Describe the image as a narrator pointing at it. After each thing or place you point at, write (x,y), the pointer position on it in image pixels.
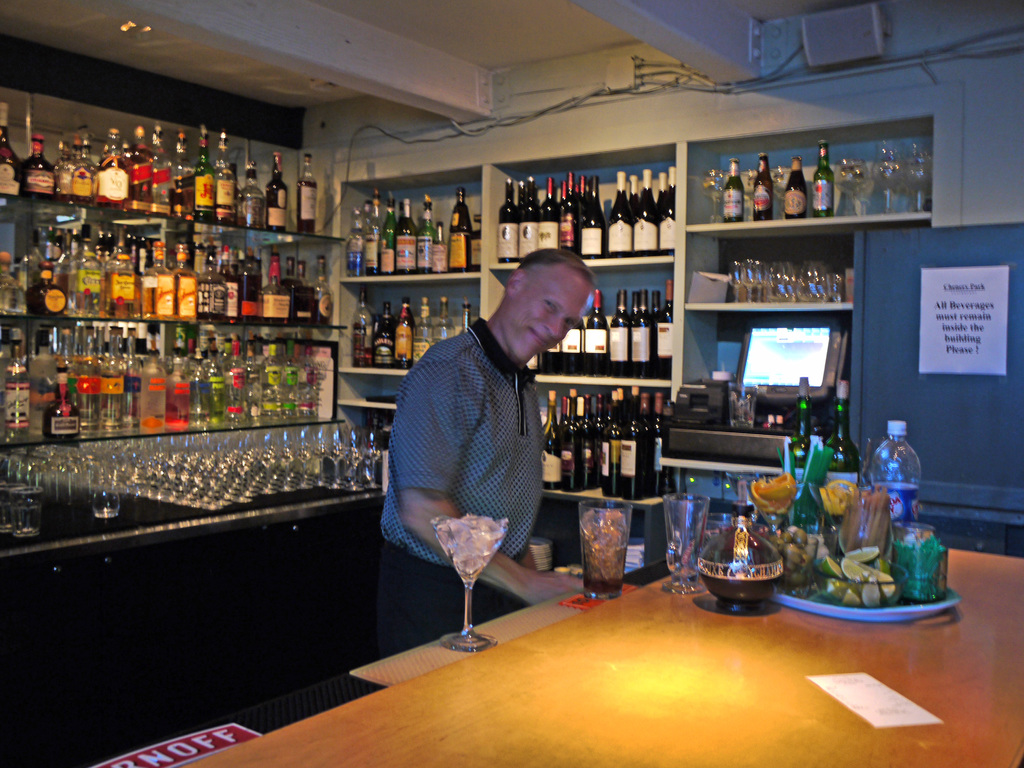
This picture is of inside. On the right (865,629) we can see the table (725,685), on the top of which glasses (769,518), bottle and some items (843,557) are placed. On the left (39,156) there is a cabinet (157,222) containing bottles (304,221). In the center (542,335) there is a Man (491,401) standing and smiling. In the background (1023,293) we can see a wall (983,168) and some cables (965,52).
